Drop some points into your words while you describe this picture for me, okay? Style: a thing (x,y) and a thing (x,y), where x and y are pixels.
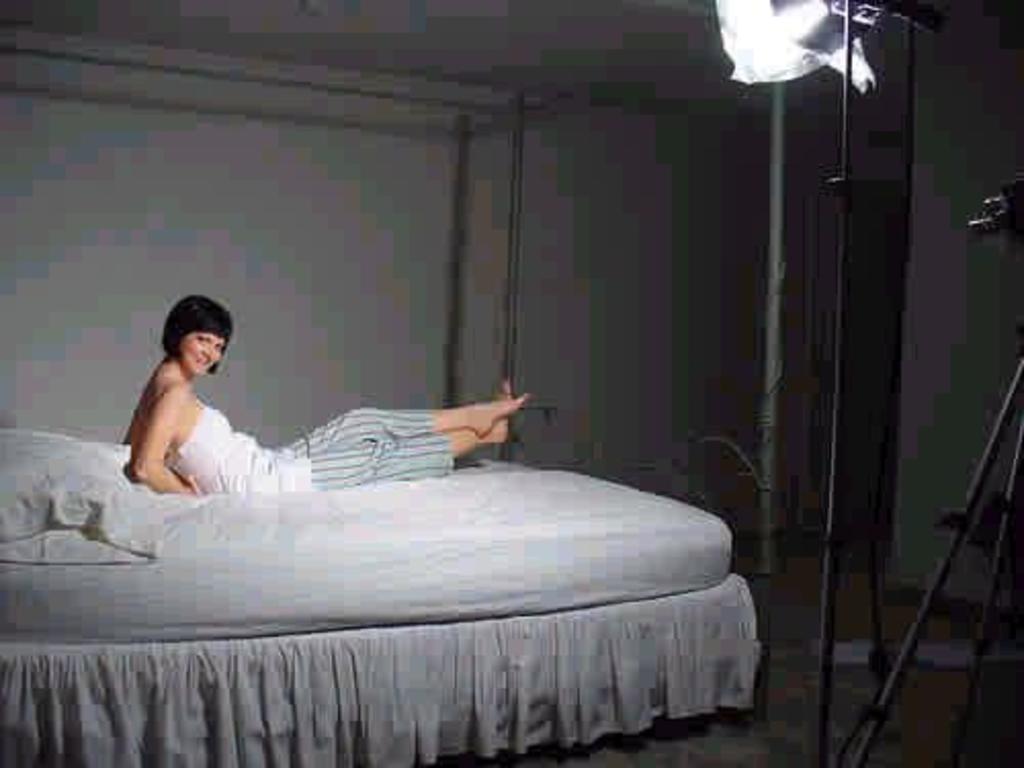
This picture is of inside. On the right (770,39) there is a stand (880,488) to which a focusing light (809,41) is attached. In the center (517,496) there is a bed (389,606) on the top of which a woman (241,451) is lying and there is a pillow (106,533) placed on the top of the bed (501,515). In the background (420,158) there is a wall (652,245).
